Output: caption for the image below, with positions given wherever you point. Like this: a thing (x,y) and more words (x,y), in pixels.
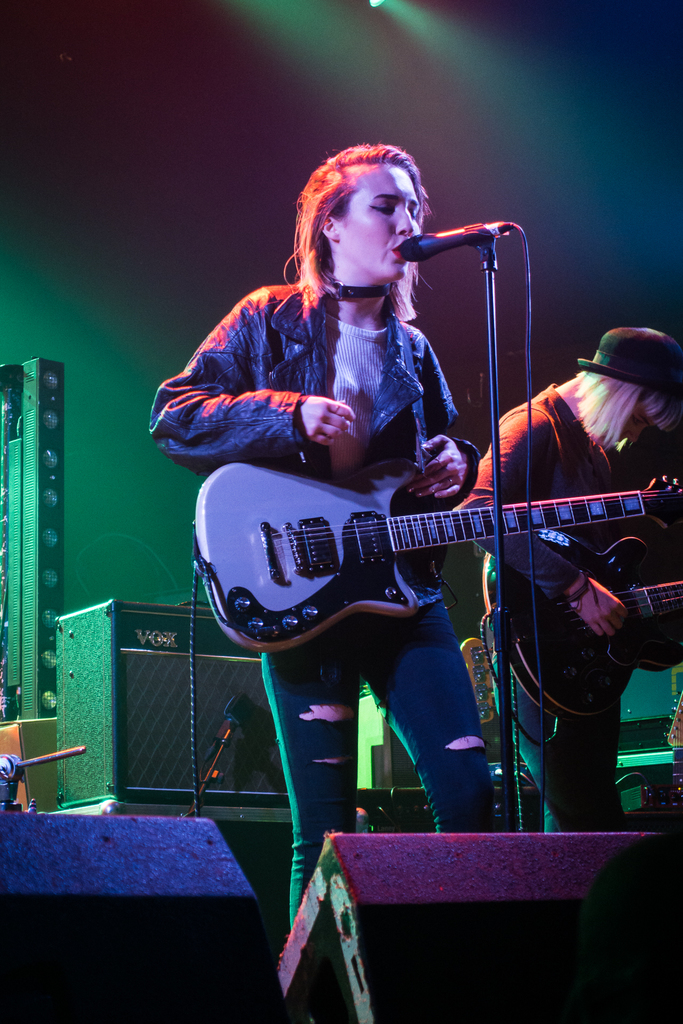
This is a picture taken on a stage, there are two persons (437,476) standing on a stage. The woman (271,395) in black jacket (268,372) was holding a guitar (320,517) and singing a song in front of the man (378,261) there is a microphone (423,254) with stand (499,556) and the other person (596,594) is holding a guitar (582,643). Behind the people (513,497) there are some music systems (124,653) and a light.
